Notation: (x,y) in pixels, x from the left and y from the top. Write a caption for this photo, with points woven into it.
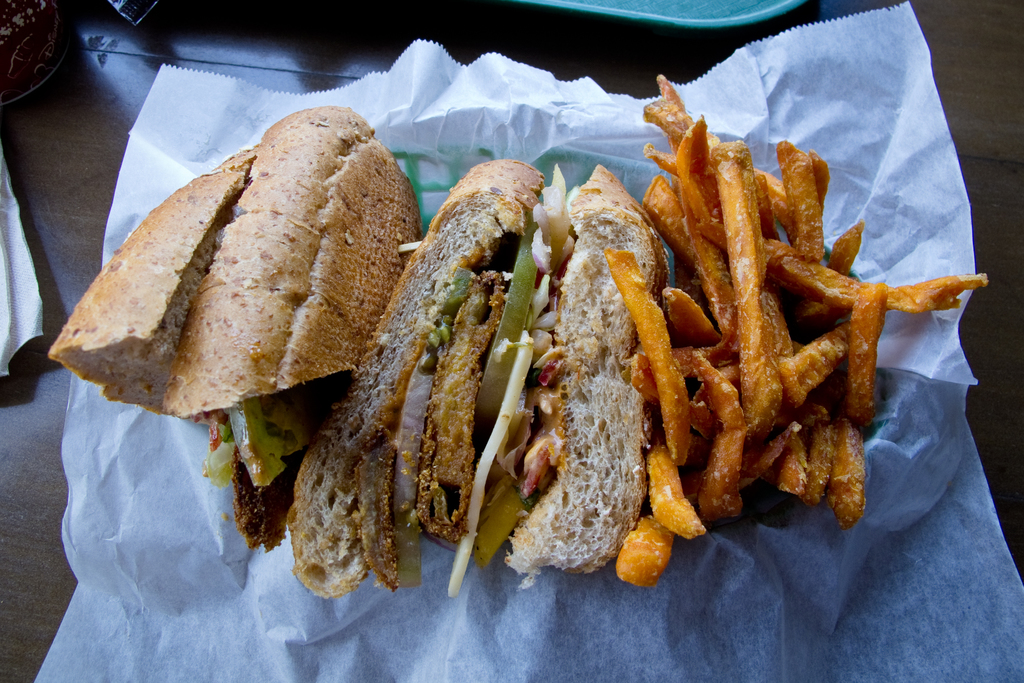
In the image there is sandwich (381,372), french fries (660,491) in a tissue (927,106) on a table (9,646) with tissue (30,264) on the left side (11,270) and a tray (700,11) above it.
